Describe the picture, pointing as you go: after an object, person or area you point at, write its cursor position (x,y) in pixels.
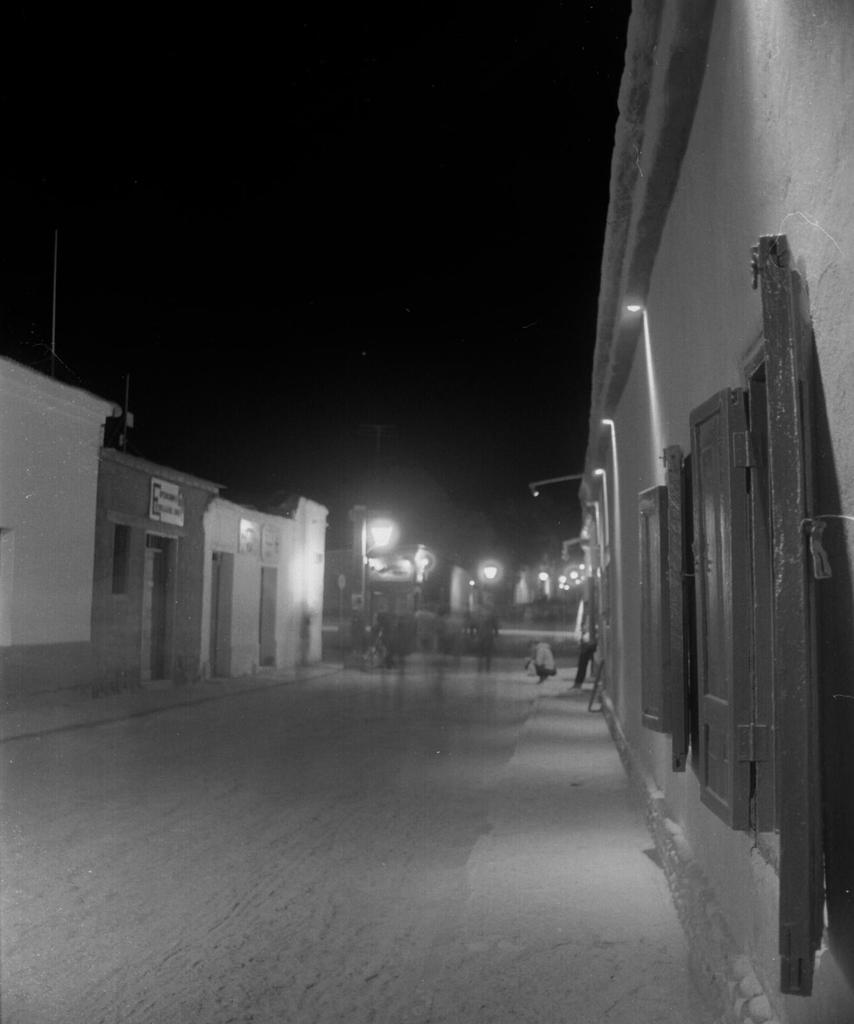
In this image I can see the person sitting and I can see few light poles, buildings (184,507) and the sky (342,201) and the image is in black and white.
